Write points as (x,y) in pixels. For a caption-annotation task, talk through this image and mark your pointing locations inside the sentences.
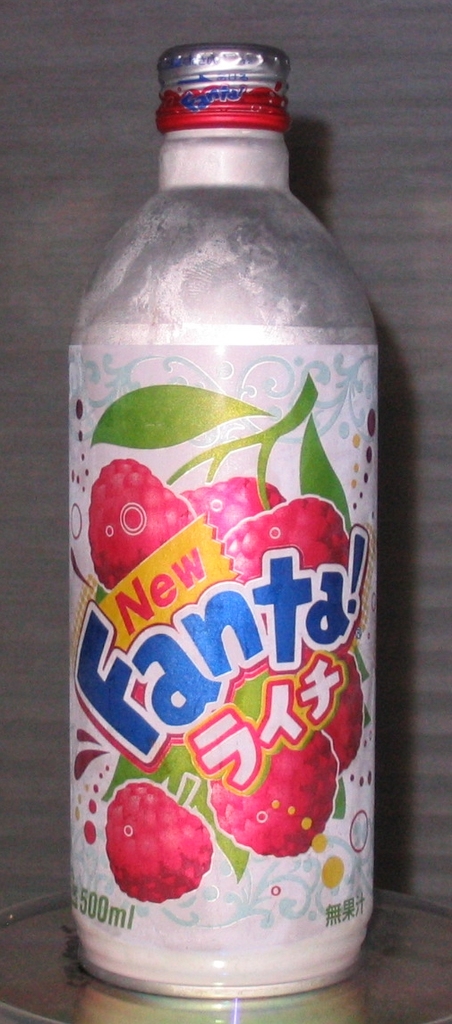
In the image we can see the bottle (250,646) and there is a label (170,646) on the bottle (173,676).
